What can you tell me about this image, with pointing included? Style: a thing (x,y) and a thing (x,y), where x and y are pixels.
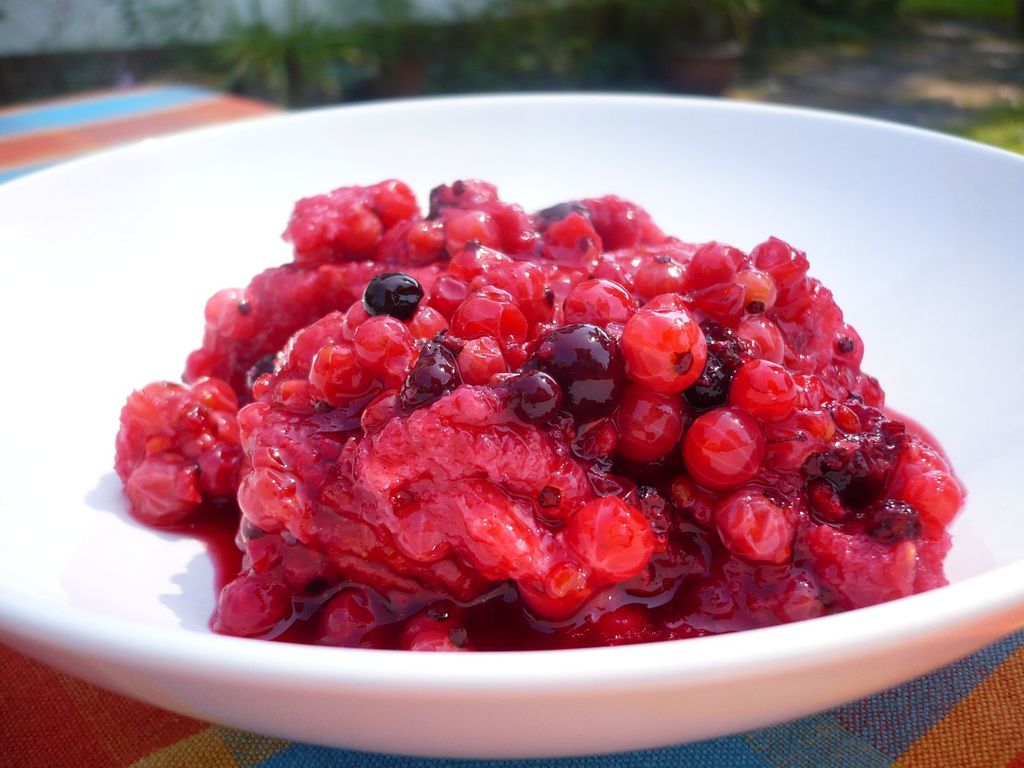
In this image I can see the bowl (564,674) with food (405,368). The bowl (489,671) is in white color and the food (544,505) is in red and black color. The bowl (502,715) is in colorful surface (829,735). In the back (471,50) there are plants (453,45) and it is blurry.
